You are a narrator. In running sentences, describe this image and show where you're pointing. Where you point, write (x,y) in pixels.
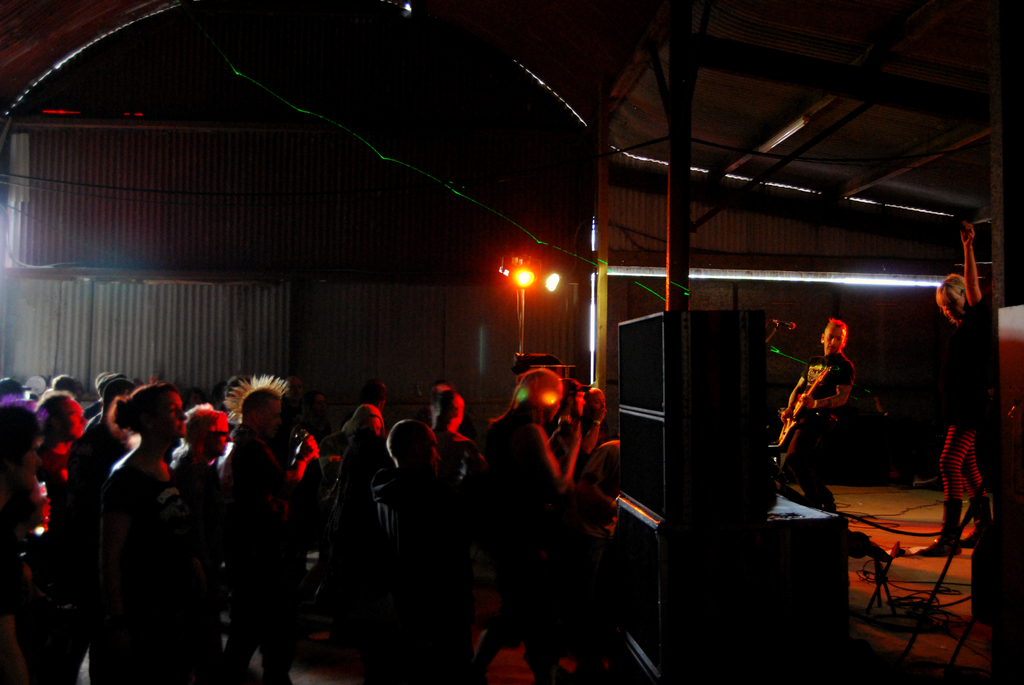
In this image we can see people (511,463) standing on the floor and some of them are holding musical instruments (793,421) in their hands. In the background (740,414) we can see cables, speakers (663,360) and electric lights (519,273).
